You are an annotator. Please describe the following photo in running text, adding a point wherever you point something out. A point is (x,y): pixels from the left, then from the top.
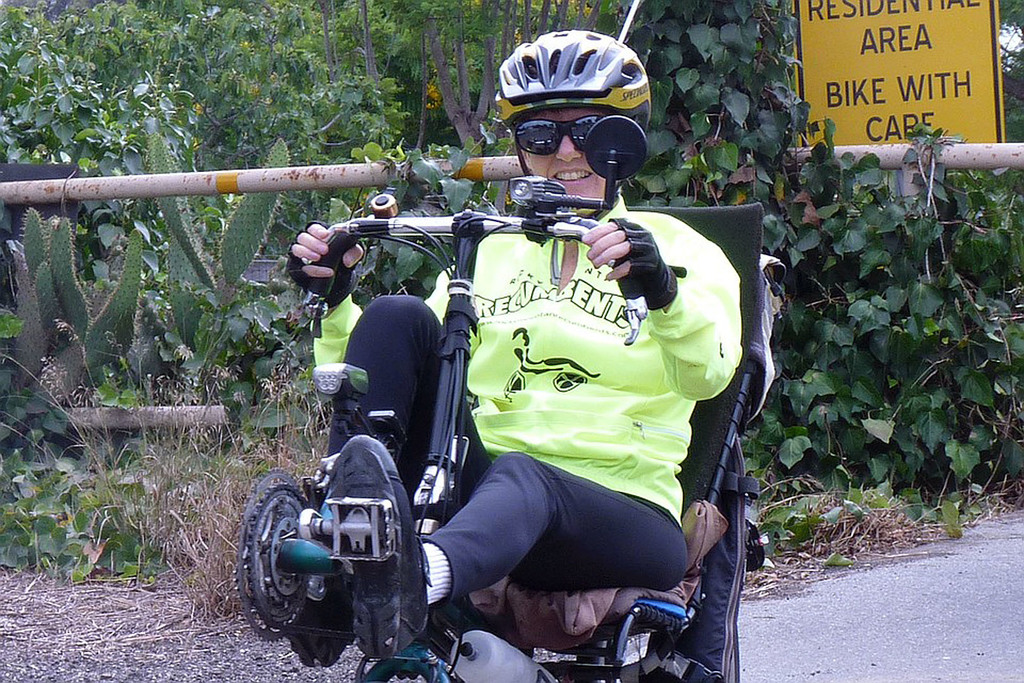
In the picture a person (592,290) is riding a vehicle (358,530) and behind the person (418,303) there are many plants (19,307) and trees (426,35) and in between the plants (831,138) there is a caution board (806,22).
